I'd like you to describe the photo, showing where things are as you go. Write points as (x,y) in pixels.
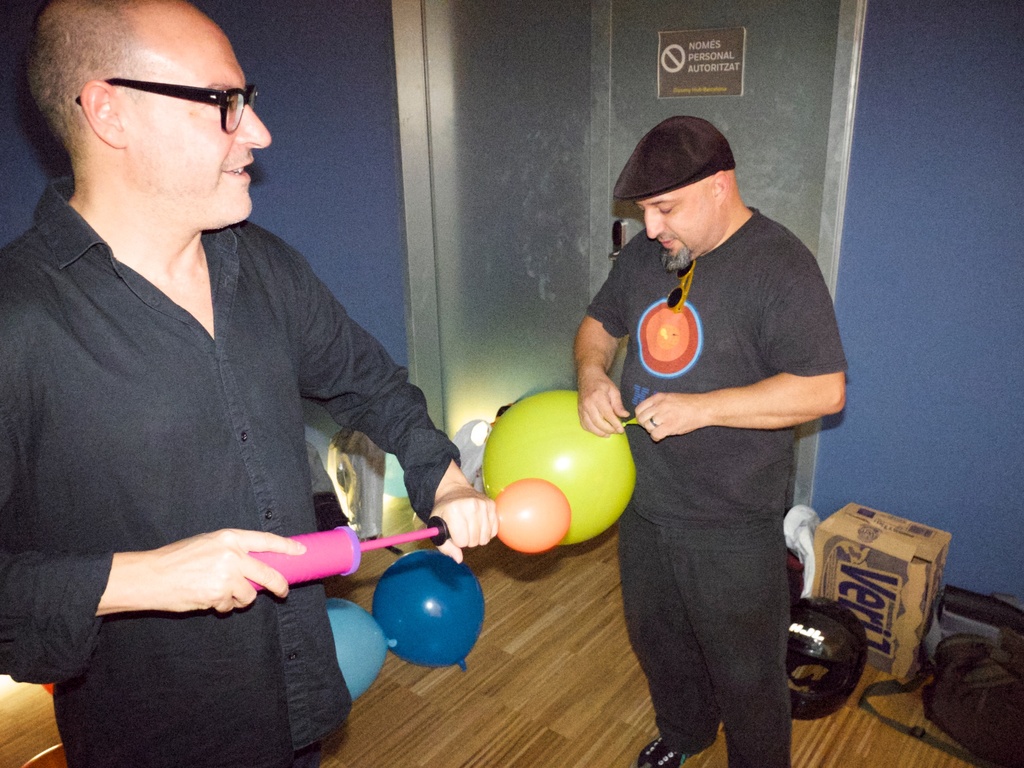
This picture describes about few people (321,370), on the left side of the image (302,390) we can see a man (192,305), he wore spectacles (193,87) and he is filling air into the balloon (539,527) with the help of air pump (342,535), beside to them we can see a helmet (801,658), baggage (938,726), box (871,610) and few balloons (432,598).
